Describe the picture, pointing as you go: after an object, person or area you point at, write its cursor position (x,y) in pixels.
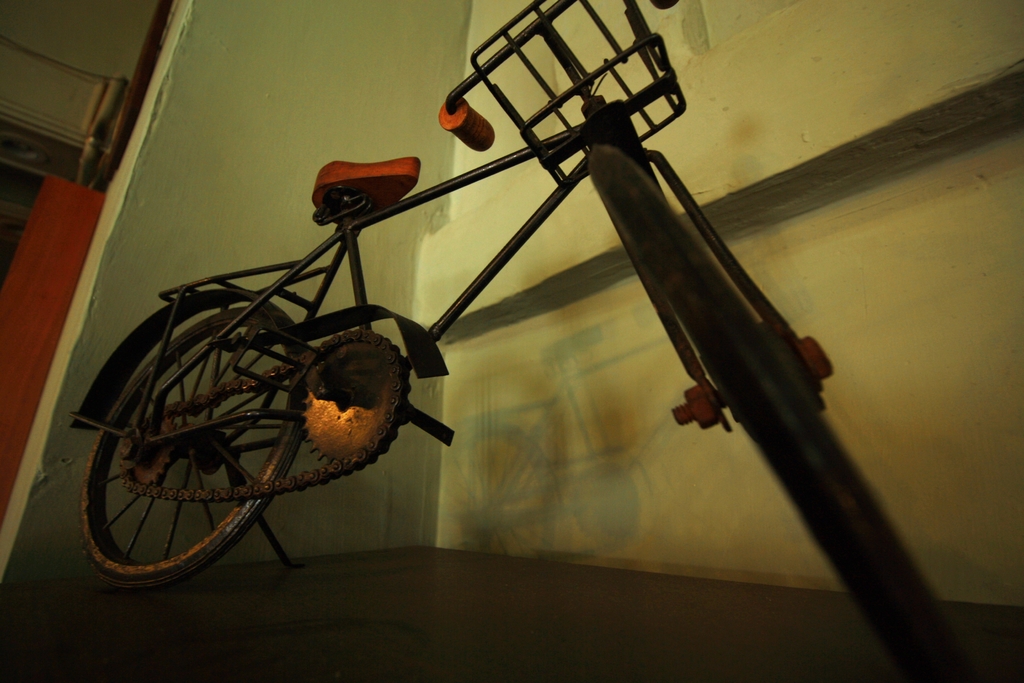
In this image we can see black color bicycle (645,251). Behind the bicycle (224,394) wall (859,137) is there.
